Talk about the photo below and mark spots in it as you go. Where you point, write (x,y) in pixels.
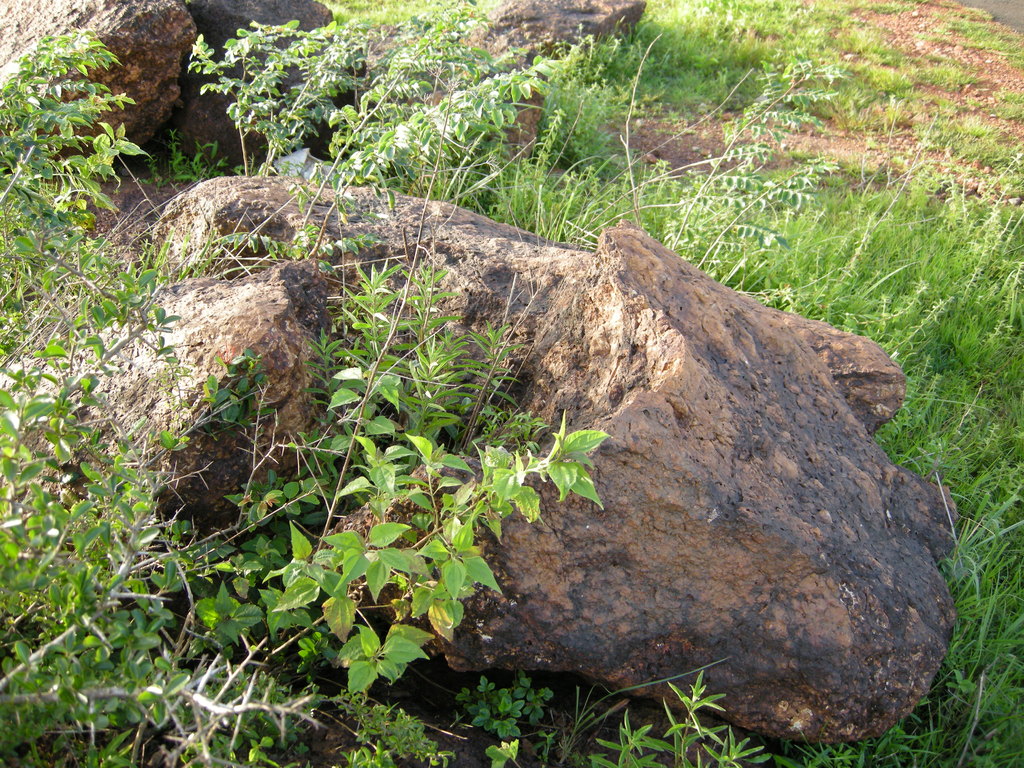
In this image we can see some rocks (532,529), plants (496,457), grass (745,251) and some other objects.
